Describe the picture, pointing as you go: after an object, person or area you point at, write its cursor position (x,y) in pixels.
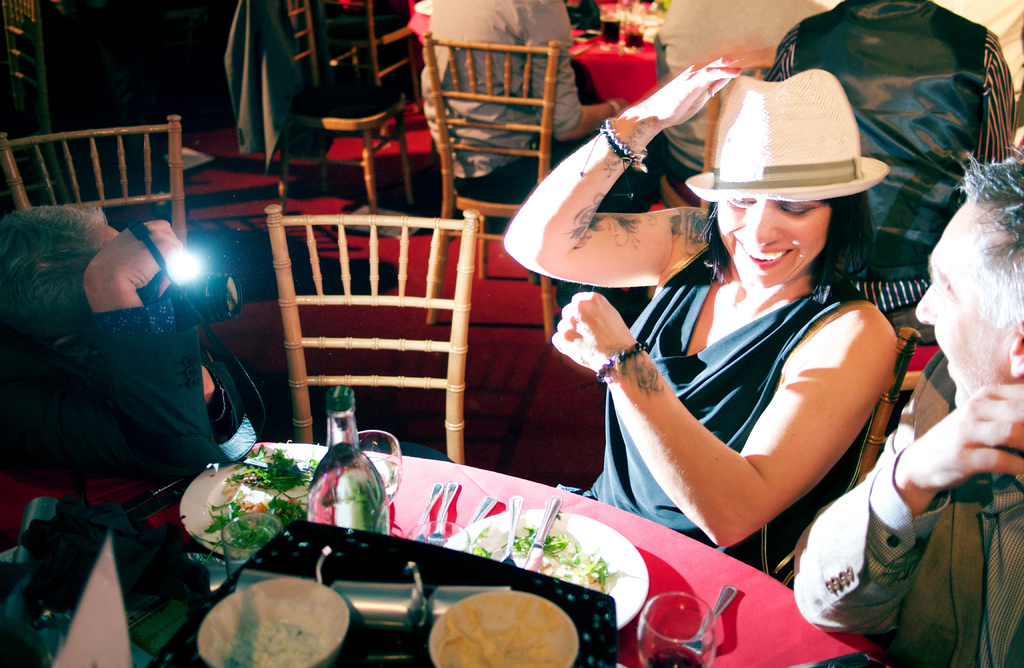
Here I can see three persons (859,562) are sitting on the chairs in front of the table (473,472). On the right side (953,428) a man (944,424) and a woman (750,368) are smiling. On the left side (74,387) another person (74,387) is holding a camera (178,287) in the hands (146,269) and capturing the picture of these two persons (733,434). On the table (469,599), I can see plates (295,511), bottle (338,464), spoons (478,515), bowls (451,633), tray (588,620), glass (662,633) and some other objects (99,592). In the background (955,95) there are some more people (902,87) sitting on the chairs (500,127).
